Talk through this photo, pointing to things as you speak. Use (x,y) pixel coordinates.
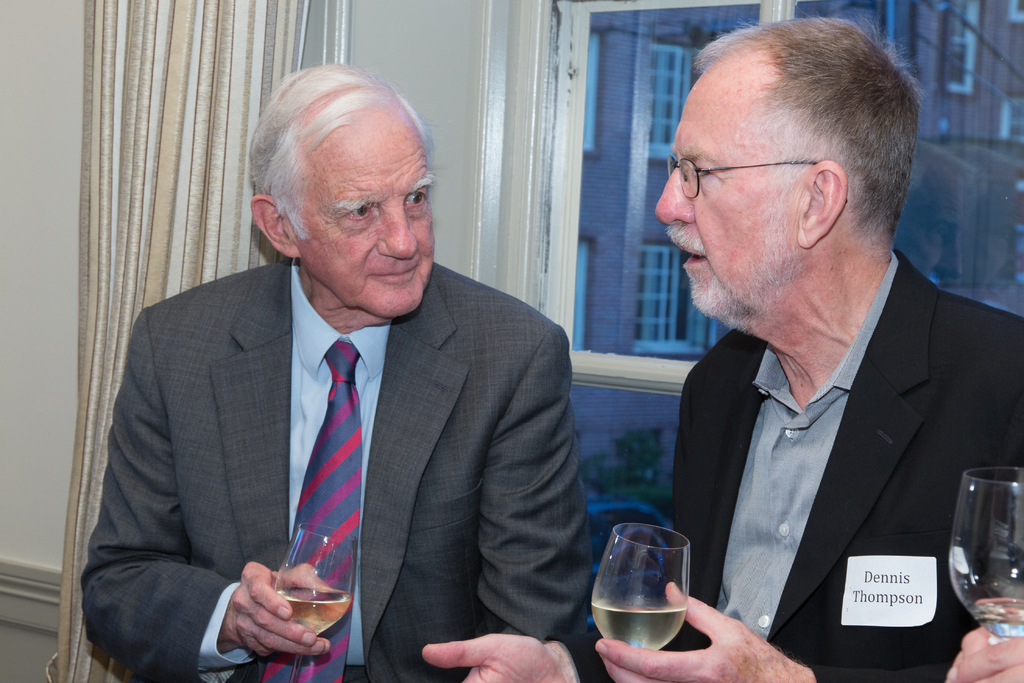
These 2 persons (751,400) are holding a glasses (282,573) with liquid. These 2 persons (552,484) wore suits (476,442). From this window (652,267) we can able to see building (655,287) with window (663,272). This is curtain (222,175).
